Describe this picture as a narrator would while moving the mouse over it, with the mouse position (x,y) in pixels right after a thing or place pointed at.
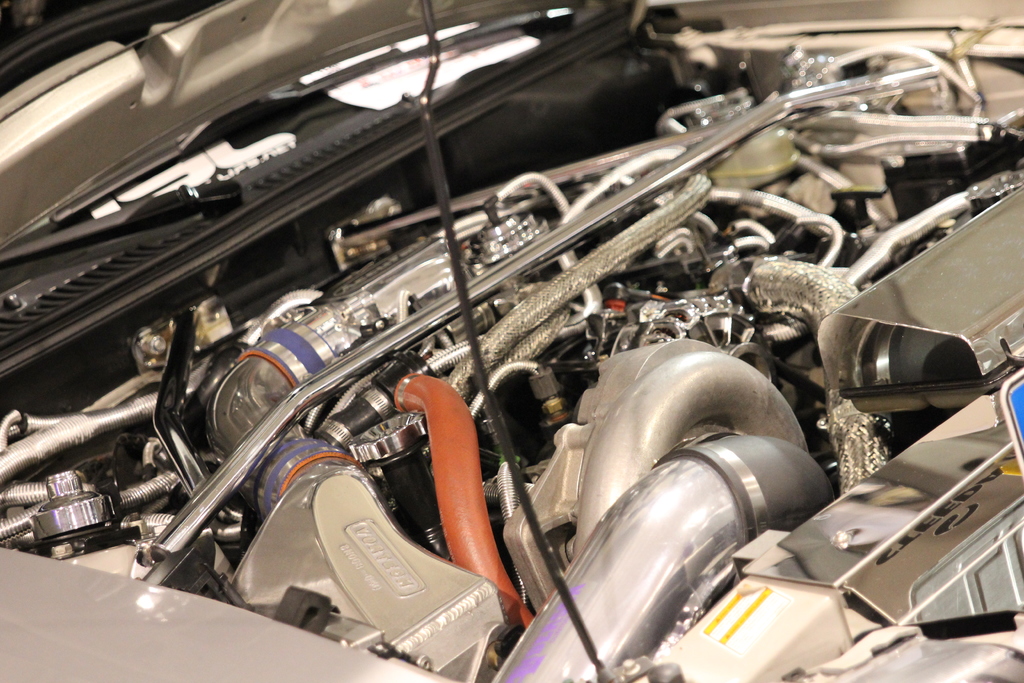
It is a picture of a car engine (514,374). In this picture I can see rods (516,269), pipes (418,402) and things (921,374).
